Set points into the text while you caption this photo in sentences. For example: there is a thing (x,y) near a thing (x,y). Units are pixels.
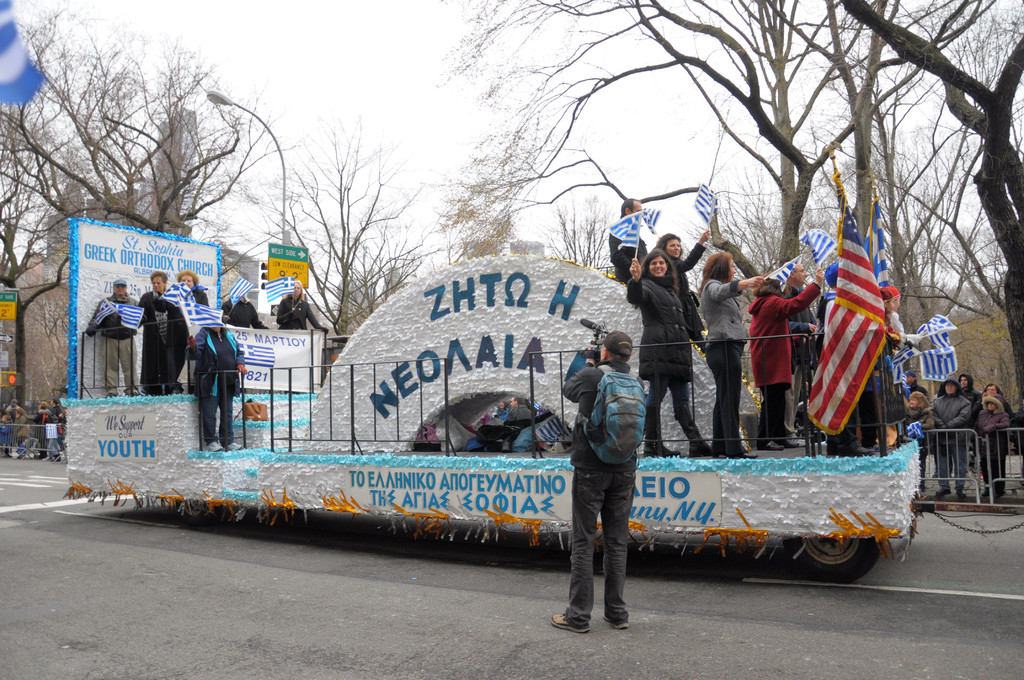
In the picture we can see a vehicle (123,411) is decorated with some white color papers (164,426) to it and in it we can see some people (680,410) are standing and holding flags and behind the vehicle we can see a railing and behind it, we can see some people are standing and we can also see some trees (89,80) and pole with a light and a sky (321,134).
